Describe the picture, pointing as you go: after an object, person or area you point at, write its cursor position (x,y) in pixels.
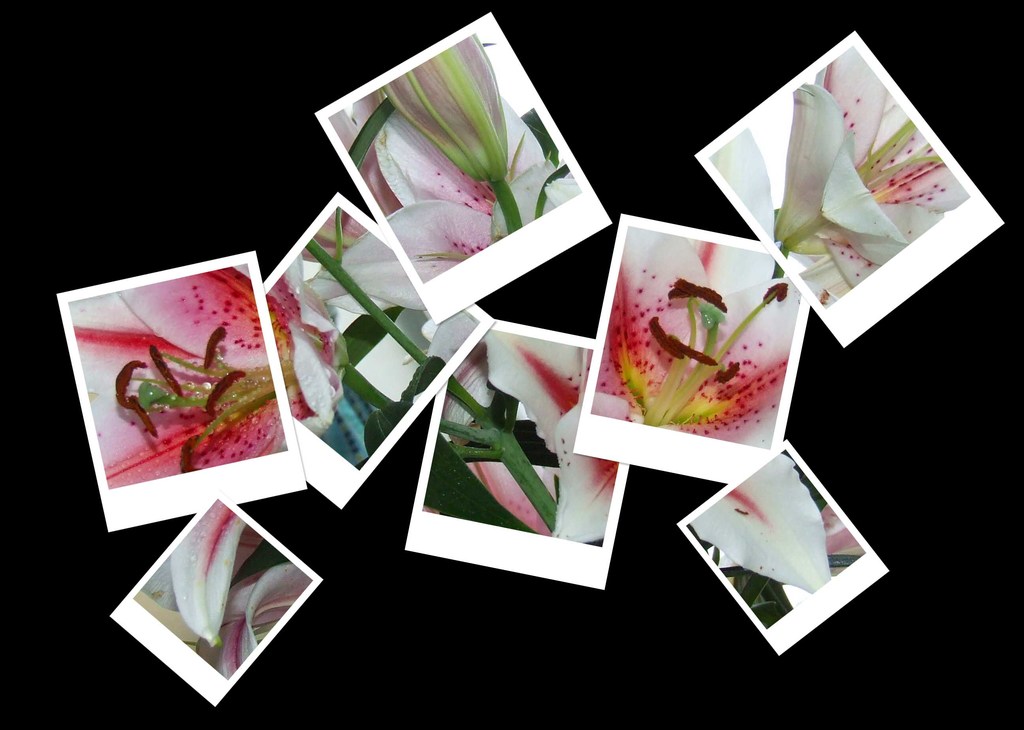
In this image there are many pictures (494,254). There are parts of the flowers (182,419) in the pictures (666,327). The background (365,642) is dark.
